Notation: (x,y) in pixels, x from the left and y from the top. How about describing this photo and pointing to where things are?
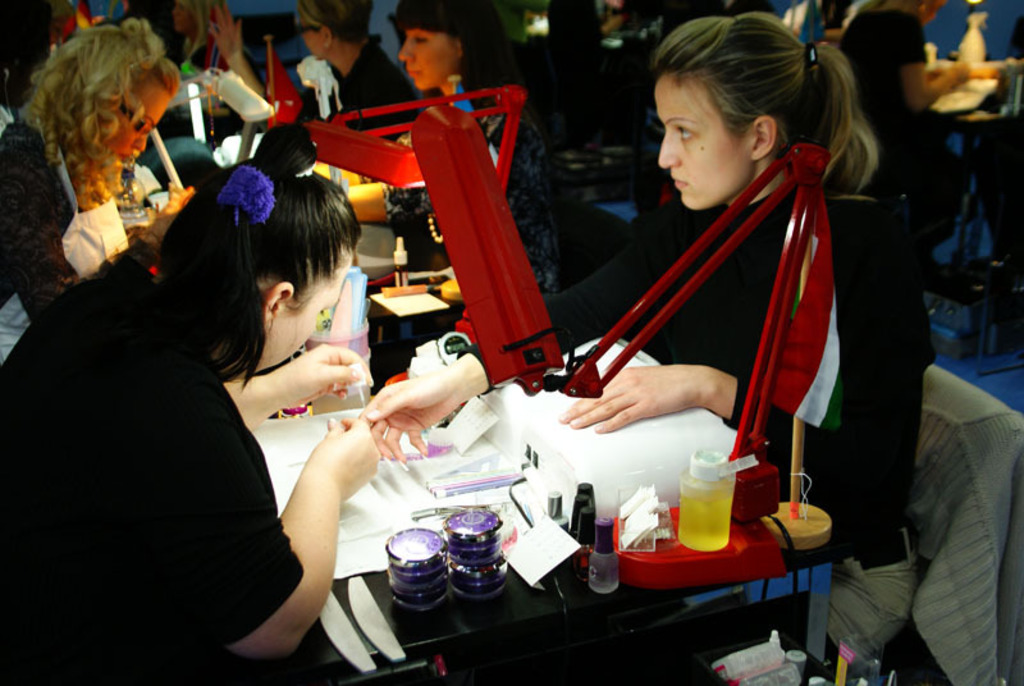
In this image, we can see a group of people (604,308) are sitting on the chairs (963,545). Here we can see few tables (359,472). Stands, containers (412,571) and few objects (462,490) are placed on it. On the left side of the image (255,407), a woman (271,399) is holding some object (355,378).
